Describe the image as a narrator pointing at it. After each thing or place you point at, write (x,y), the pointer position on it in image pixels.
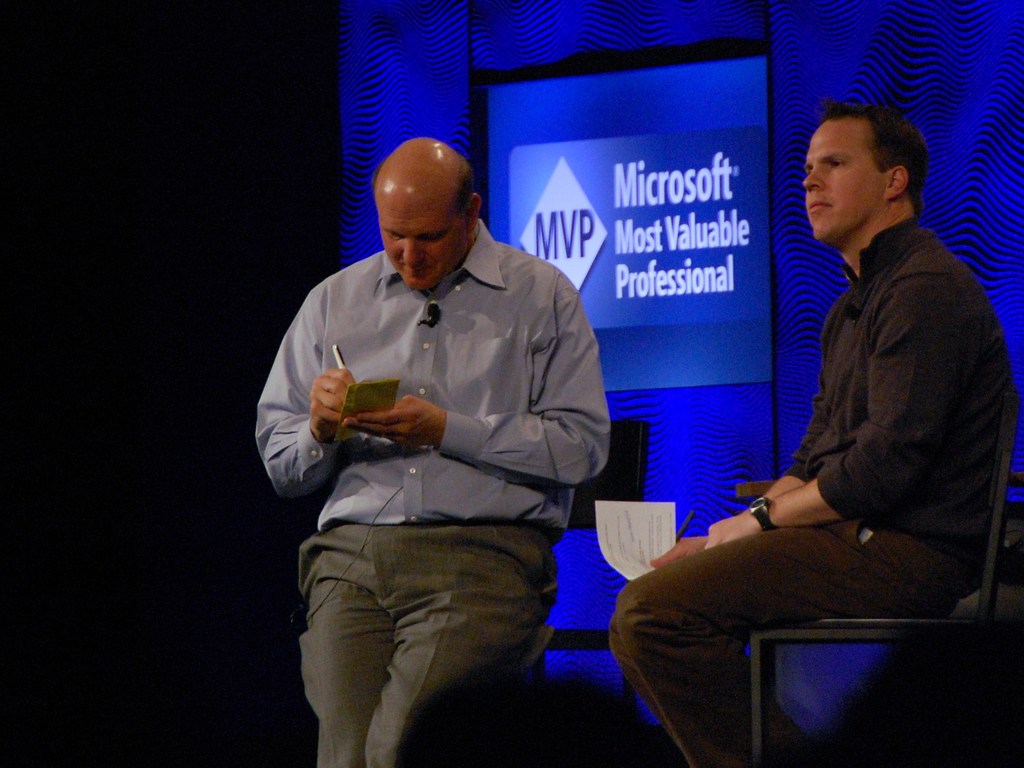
In this image I can see two persons (540,482) sitting on the chairs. In the background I can see some text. The background (479,8) is in blue color.
